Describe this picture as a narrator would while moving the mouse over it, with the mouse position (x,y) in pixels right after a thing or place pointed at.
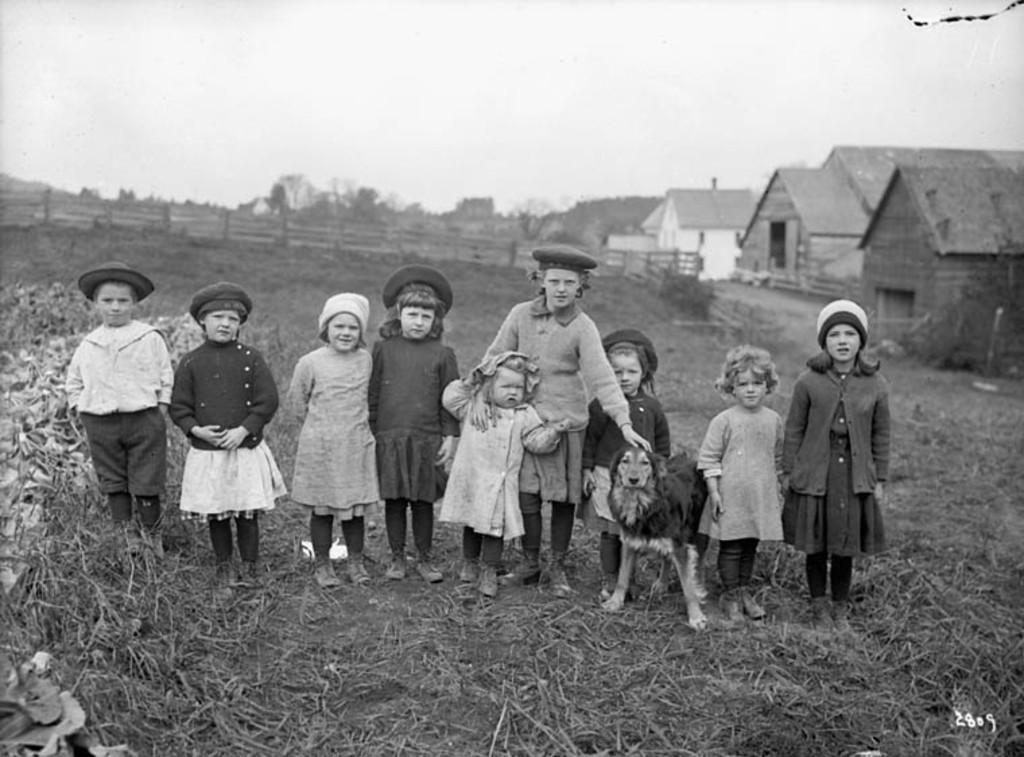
Children (443,413) are standing with dog (669,503), in back (820,242) we have houses (832,236) and trees (365,215).
